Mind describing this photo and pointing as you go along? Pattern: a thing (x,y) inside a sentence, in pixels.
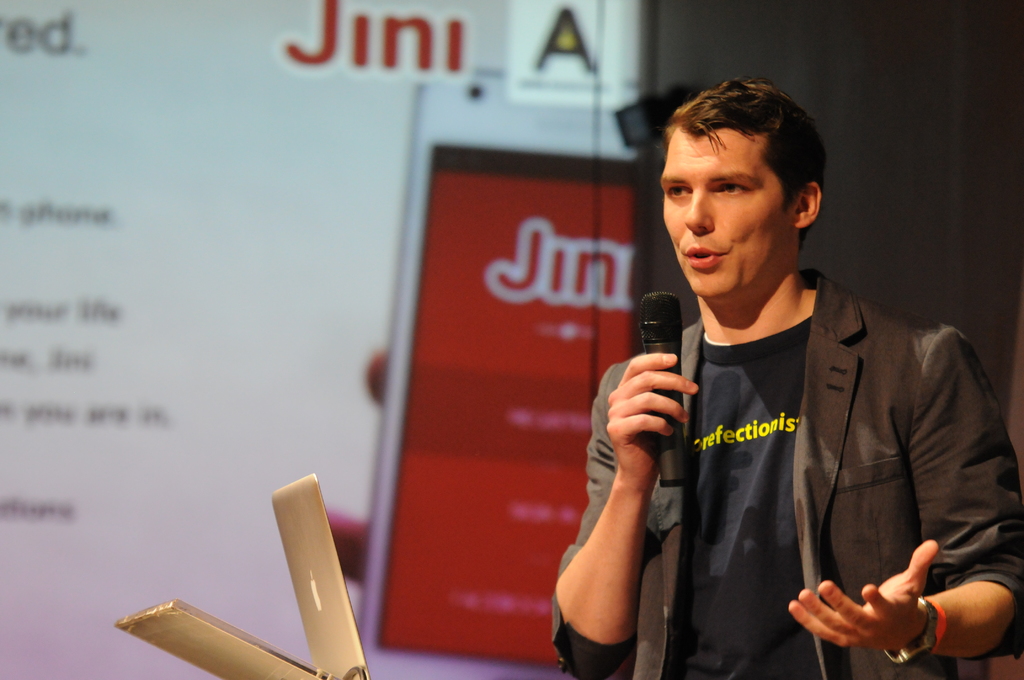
In this image I see a man (835,673) who is holding a mic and there is a laptop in front of him.
